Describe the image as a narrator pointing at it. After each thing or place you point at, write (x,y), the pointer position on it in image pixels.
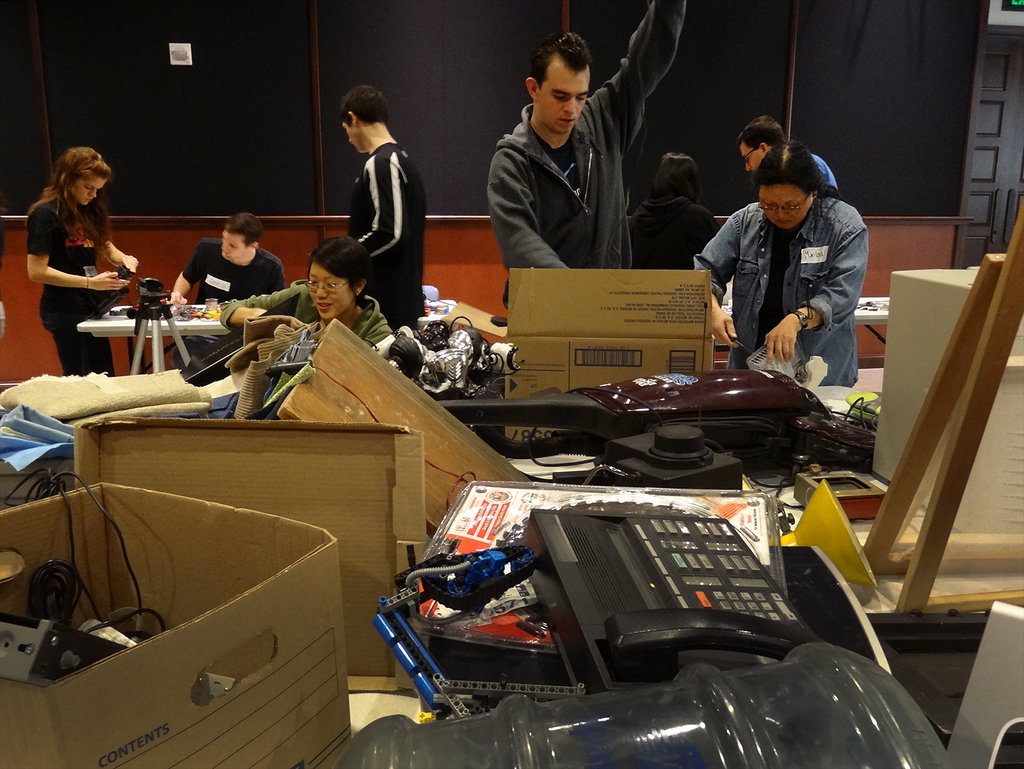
In this image at the bottom (579,557) we can see a telephone (624,559), objects (66,601) in the carton box (119,578) and other objects (698,765) on a platform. In the background (236,312) we can see few persons (225,312) are standing and sitting, tripod stand (162,330), wall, doors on the right side (963,209) and other objects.
